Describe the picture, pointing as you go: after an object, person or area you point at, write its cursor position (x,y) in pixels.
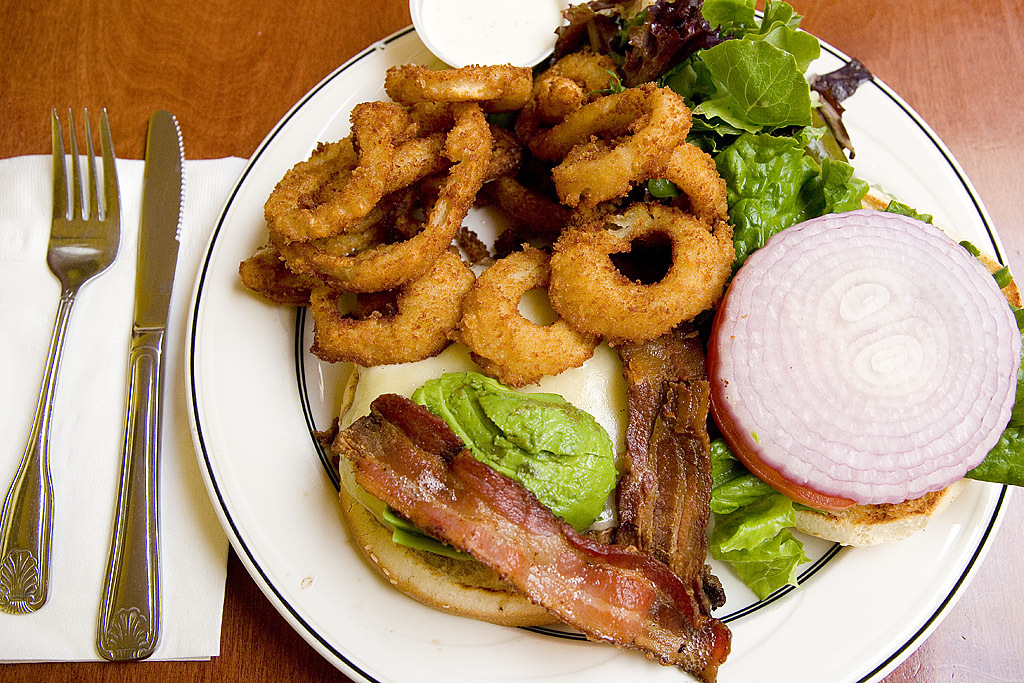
In this image we can see some food item (623,466) is kept on the plate (297,530), also we can see a knife (157,459), fork (87,247) and tissue (48,630) are placed on the wooden table (282,9).
